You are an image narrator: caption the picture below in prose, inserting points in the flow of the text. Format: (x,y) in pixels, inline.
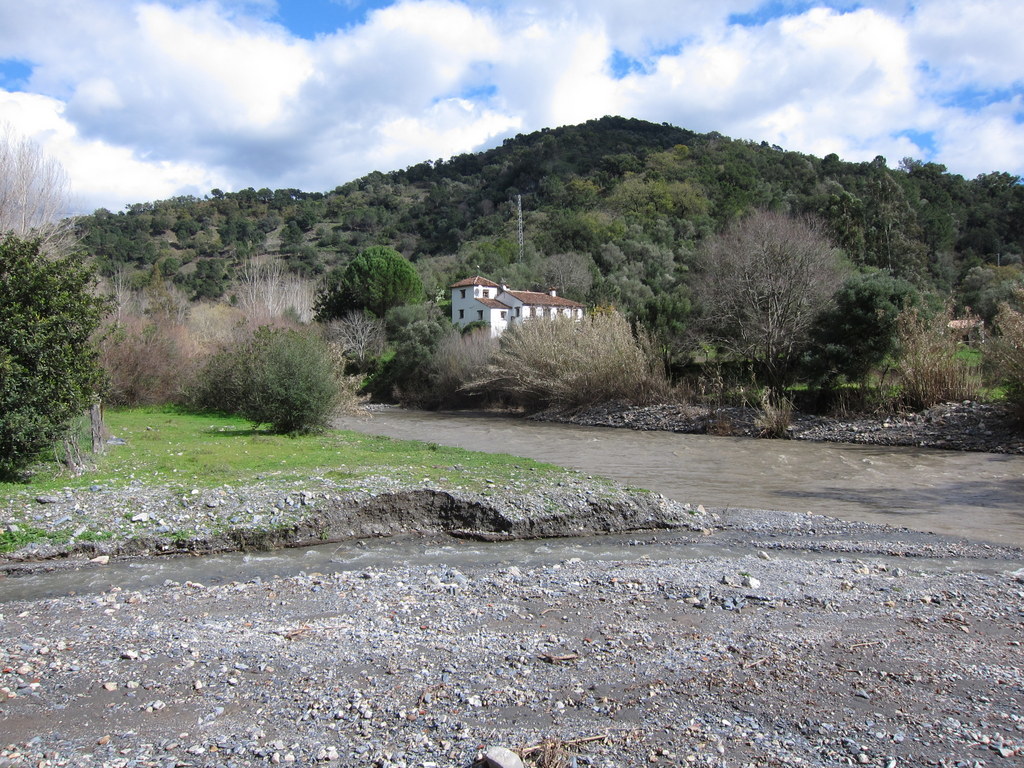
In this image there are clouds (498,83) in the sky (555,83), there are mountains (609,212), there are trees (613,253) on the mountains (523,207), there is a house (485,309), there is a pole (519,223) on the mountains (533,252), there is a river (524,440), there are trees (62,303) truncated towards the left of the image (49,387), there is grass (221,452), there are stones (144,655).
